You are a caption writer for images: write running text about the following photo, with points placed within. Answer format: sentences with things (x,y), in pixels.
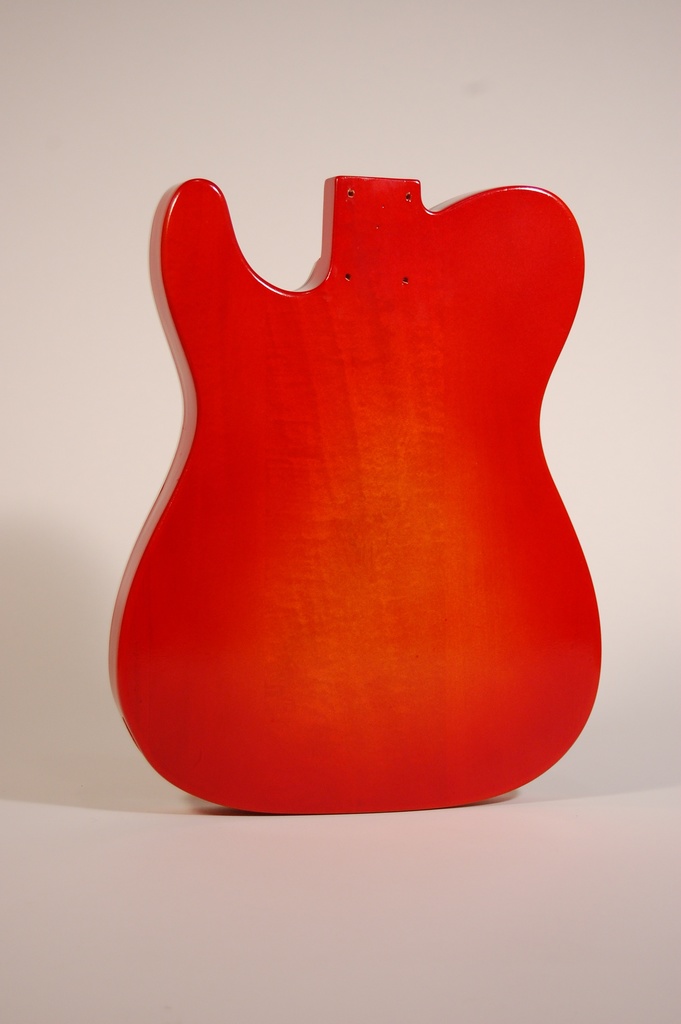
In this image I can observe a half body guitar (325,556), which is in red color.
